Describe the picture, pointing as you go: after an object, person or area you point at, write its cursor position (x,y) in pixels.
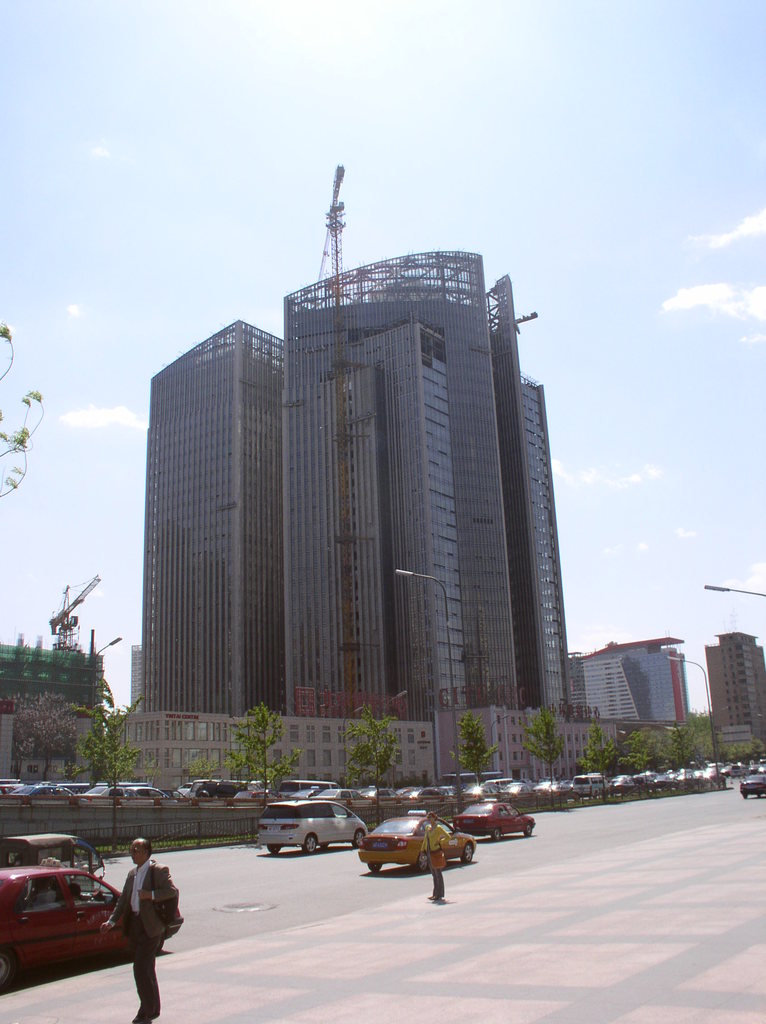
In this image there are buildings (314,677) and there are a few cranes (352,648), in front of the building (382,641) there are trees (659,746) and a few vehicles (12,877) and people (136,934) are walking on the pavement (498,924). In the background (424,197) there is the sky (453,141).
